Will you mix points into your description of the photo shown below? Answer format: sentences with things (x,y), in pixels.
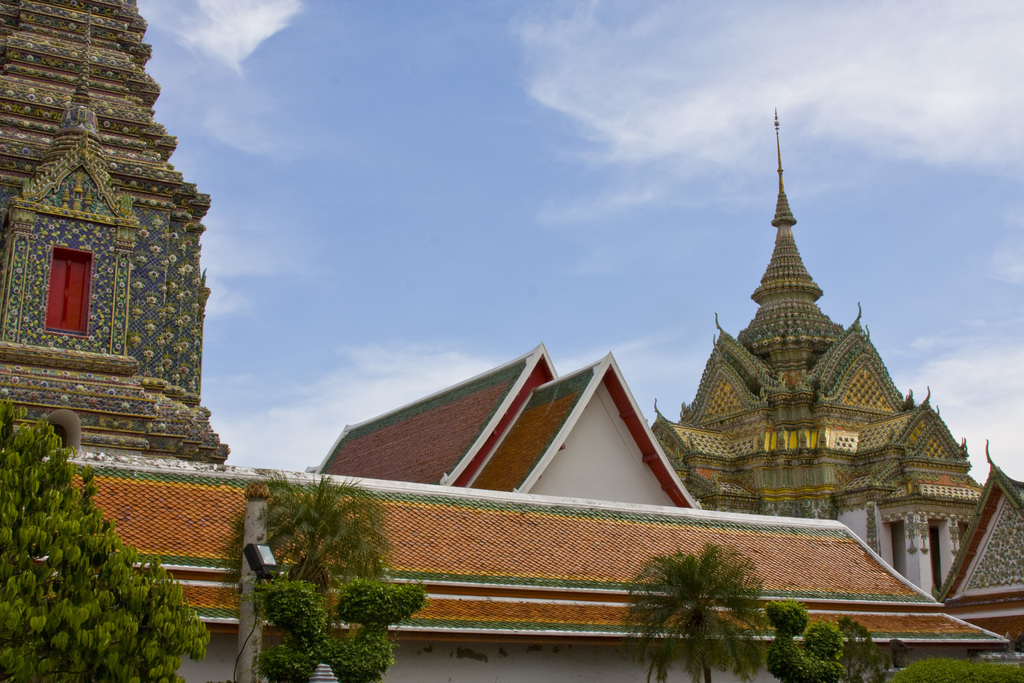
In this image we can see buildings (587,597) and trees (53,644). In the background (249,360) we can see cloudy sky (529,190).
